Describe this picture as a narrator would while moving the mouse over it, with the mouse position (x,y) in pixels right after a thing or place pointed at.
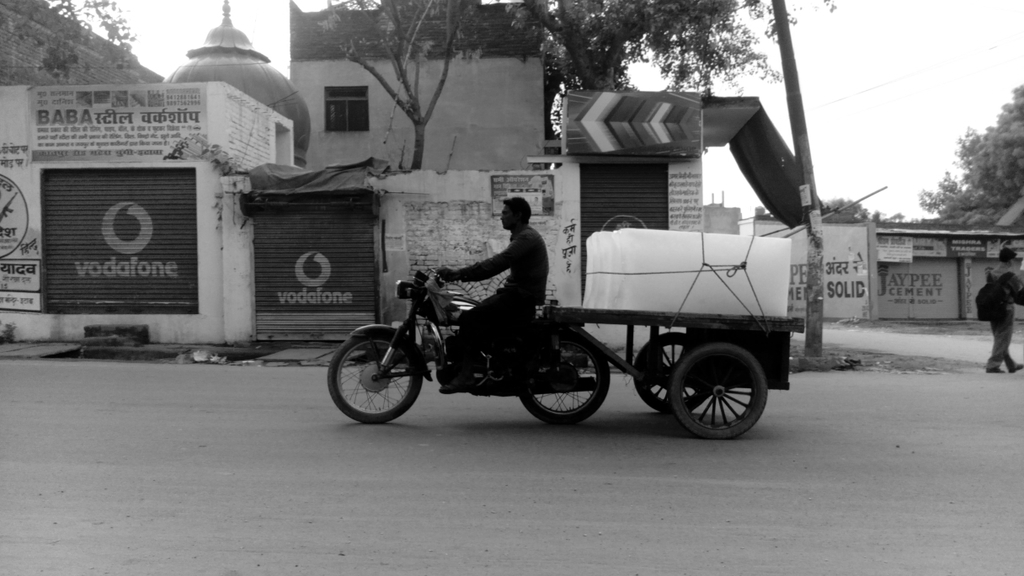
In this image I can see a road (584,458). A person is driving a vehicle (628,366), that vehicle (611,355) is carrying a block (653,266) of ice (667,264). Behind him there are buildings (459,168) and a tree (401,78). Right to him there is a pole (807,182). At the most right of the image (992,300) a person (992,321) is walking is carrying a bag (987,293).
